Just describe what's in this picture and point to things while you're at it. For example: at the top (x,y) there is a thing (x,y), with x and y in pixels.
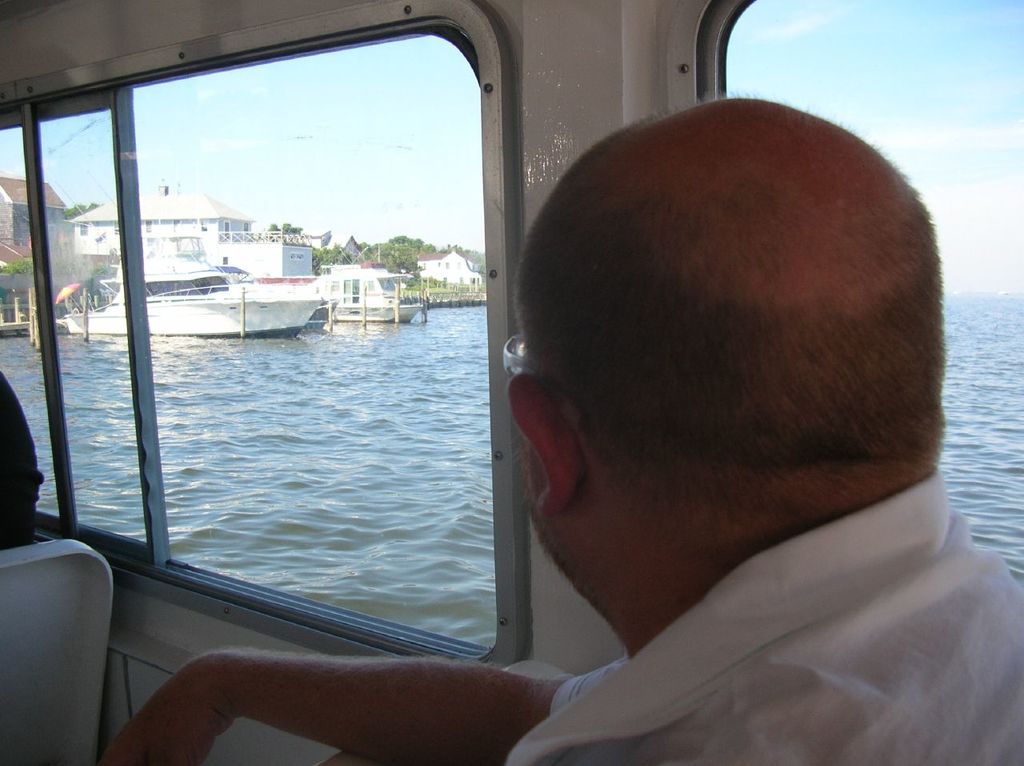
This image is clicked inside a vehicle (127,606). There is a man (676,705) inside the vehicle (246,731). Beside the man (502,753) there are windows (509,150). Outside the windows (94,203) there is the water (347,402). There are boats (361,294) on the water (371,325). In the background (194,206) there are houses (182,205) and trees (368,248). At the top (833,100) there is the sky (856,82).
